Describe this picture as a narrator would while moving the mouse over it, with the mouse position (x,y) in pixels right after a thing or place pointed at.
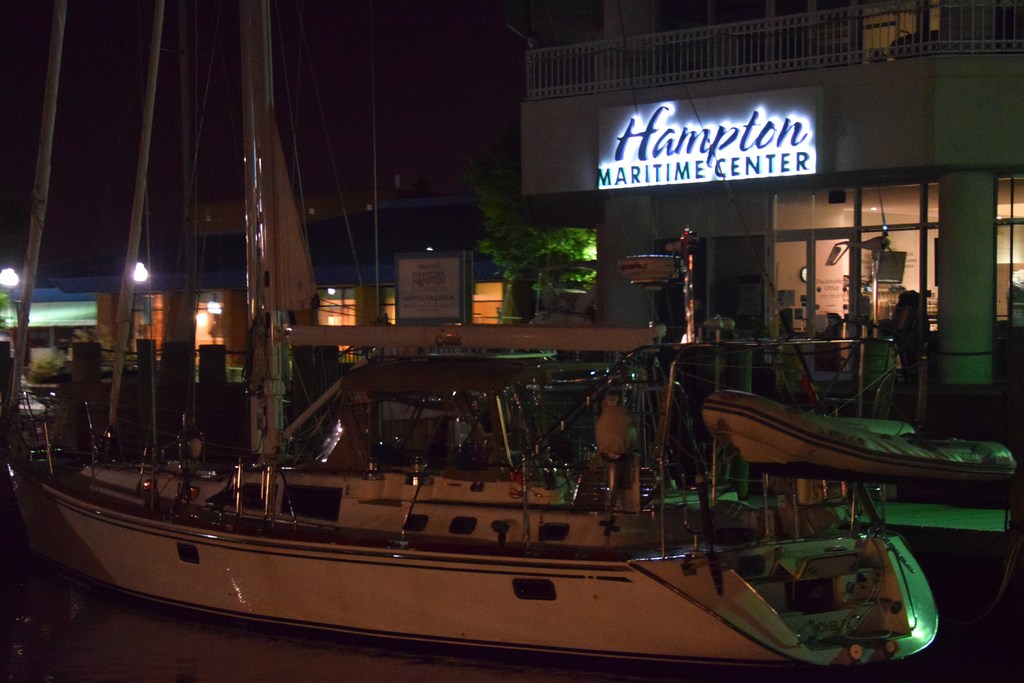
In this picture, I see few boats (571,543) and buildings (494,286) and we see few lights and trees (506,242).
